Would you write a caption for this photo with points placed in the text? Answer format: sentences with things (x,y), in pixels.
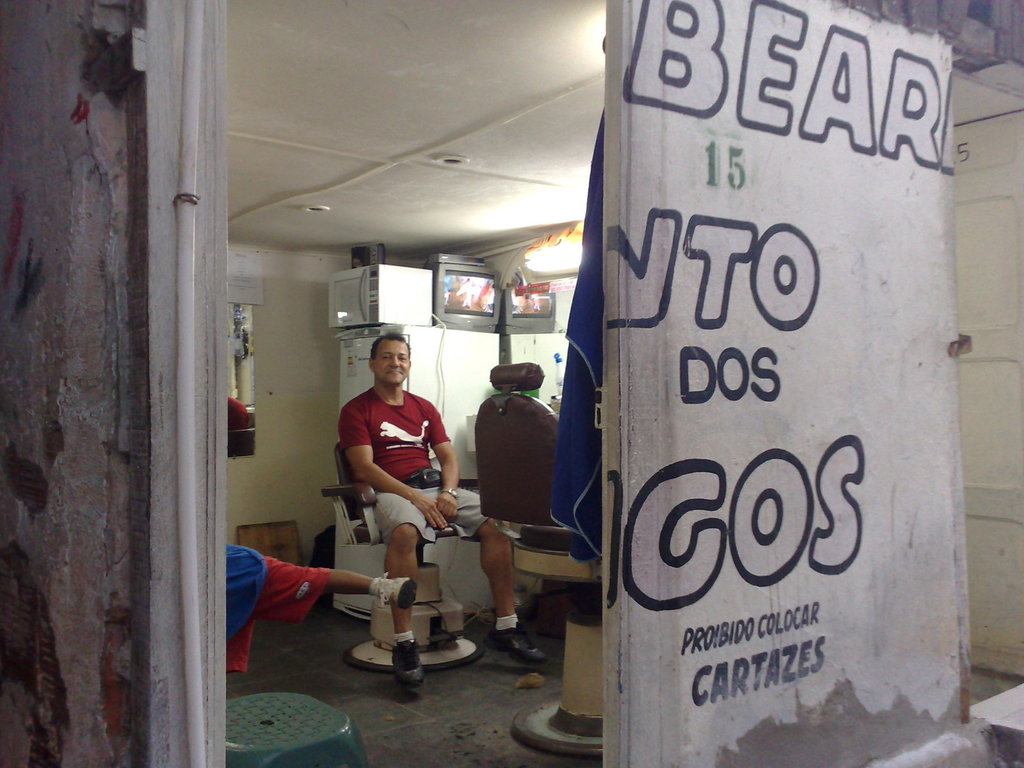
In this given image, We can see a saloon shop (533,516) and we can see a person (398,365) sitting in a chair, a television (472,318), fridge (343,374) after that, We can see an empty chair (551,501) towards the left (264,698), We can see a small table (326,729) and another person (280,594).
